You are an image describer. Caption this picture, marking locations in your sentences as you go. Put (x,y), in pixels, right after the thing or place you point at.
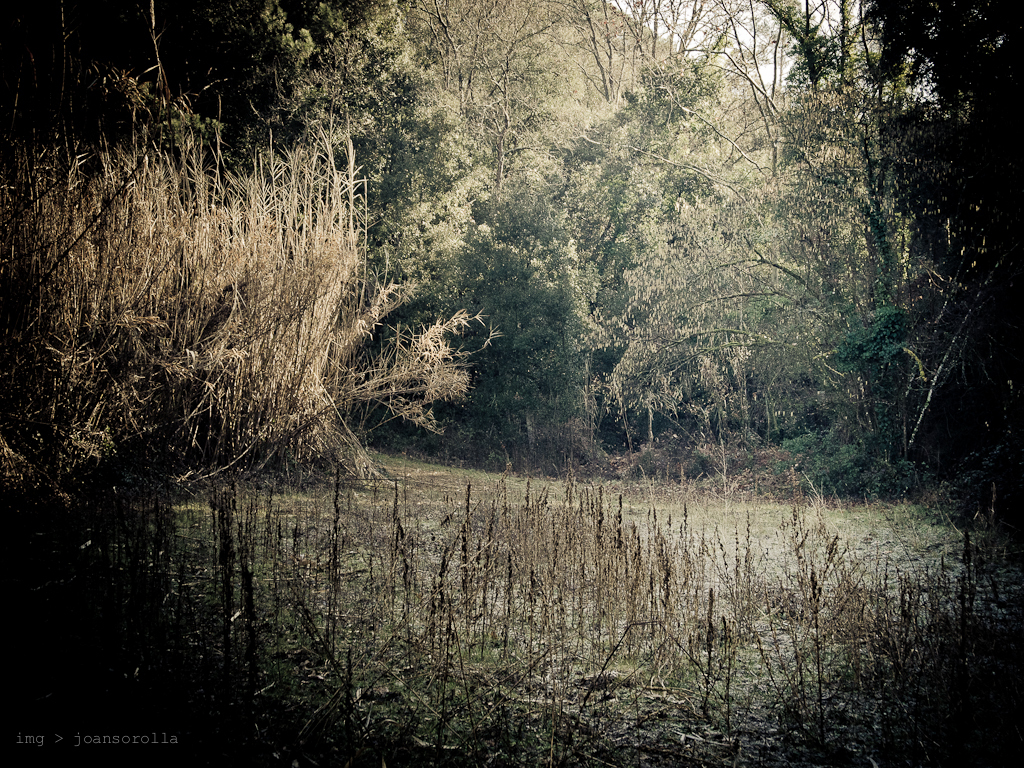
In this picture we can see some tree (843,414), grass (568,672) and plants (434,617).
